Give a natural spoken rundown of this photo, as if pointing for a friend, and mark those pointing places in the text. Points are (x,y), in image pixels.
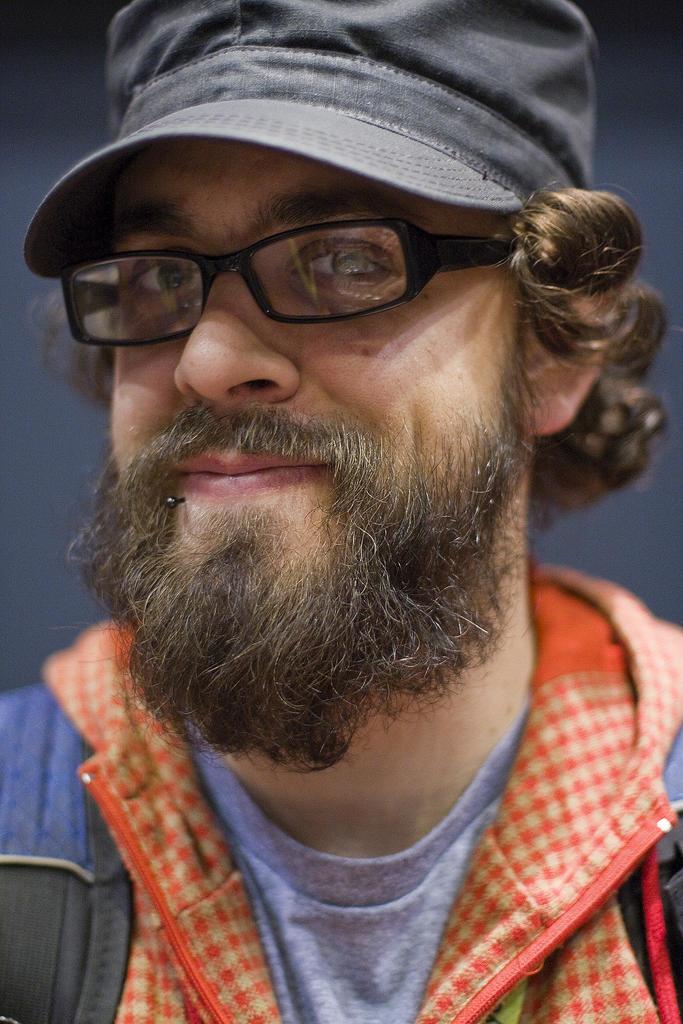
The man (420,663) in front of the picture wearing a grey T-shirt (291,937), orange and cream checkered jacket (178,952) is smiling. He is wearing the spectacles (326,223) and a cap (327,117). I think he is posing for the photo. In the background (34,546), it is in blue color.
